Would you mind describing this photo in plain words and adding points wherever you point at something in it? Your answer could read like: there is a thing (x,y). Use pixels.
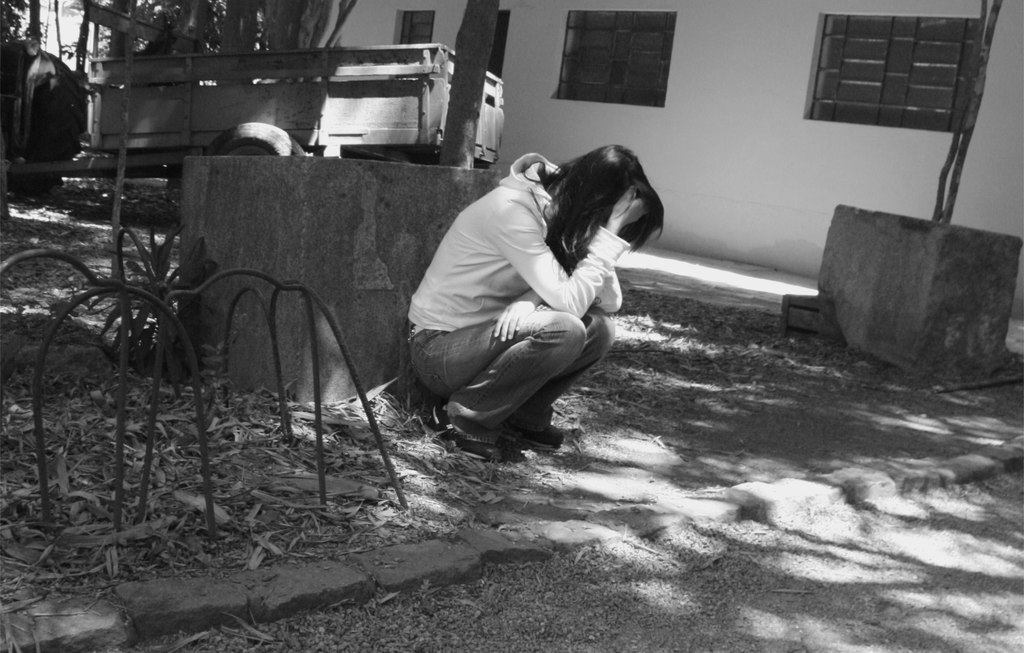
This is a black and white picture. In the middle of the picture (574,298), we see the woman (584,313) is in squat position. Behind her, we see wall (251,296) and iron rods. On the left side (116,11), we see a vehicle (287,150) and trees (460,122). In the background (516,108), we see a white wall (795,190) and the windows (846,40). At the bottom (711,520), we see small stones (553,580) and dried leaves (341,539).
